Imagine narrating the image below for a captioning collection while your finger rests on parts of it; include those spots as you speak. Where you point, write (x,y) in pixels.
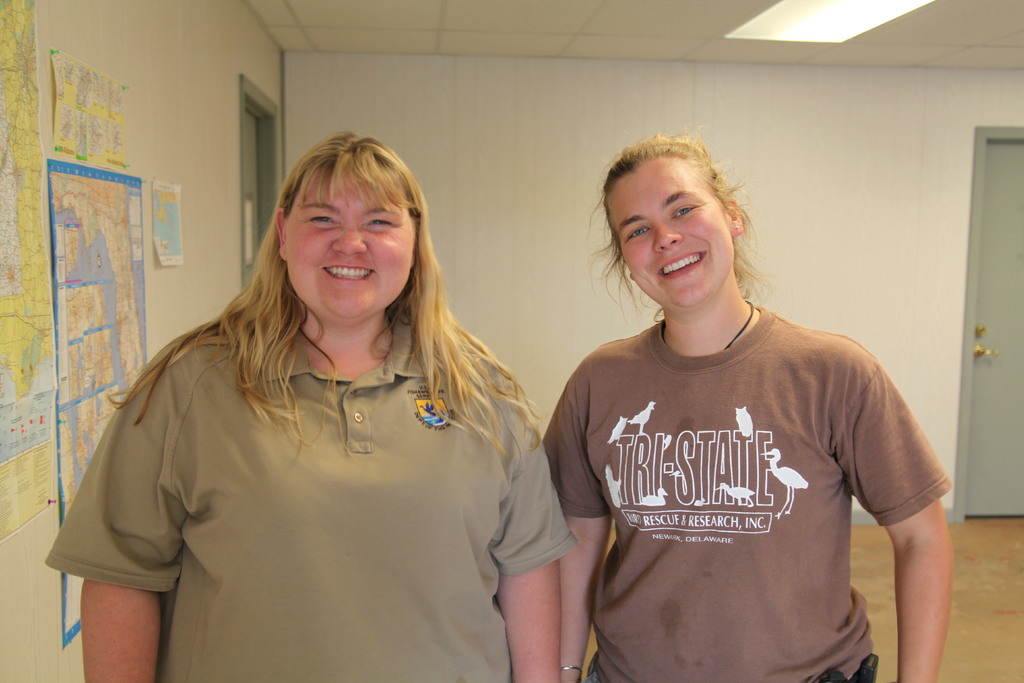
In the middle of the image (352,447) two women (651,150) are standing and smiling. Behind them there is a wall (807,305), on the wall (820,306) there are some posters (12,74) and there are some doors (1018,289). At the top of the image (1001,22) there is roof (1011,36) and light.
